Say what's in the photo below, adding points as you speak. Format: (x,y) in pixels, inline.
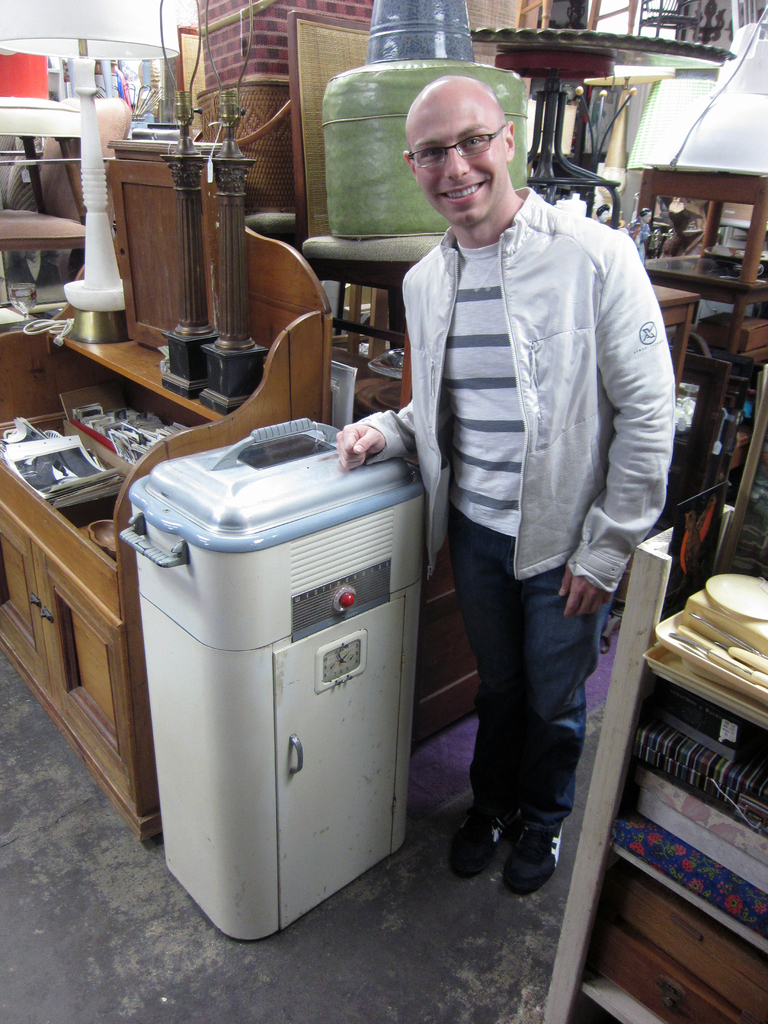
In this image we can see a man (544,410) is standing and smiling. He is wearing white jacket (549,413) and jeans (507,740). To the right side of the man (442,354) one machine (330,512) and furniture (142,374) is present. Behind the man (461,194) so many furniture (697,274) are there. Right side of the image (673,921) one rack (673,814) is present.
